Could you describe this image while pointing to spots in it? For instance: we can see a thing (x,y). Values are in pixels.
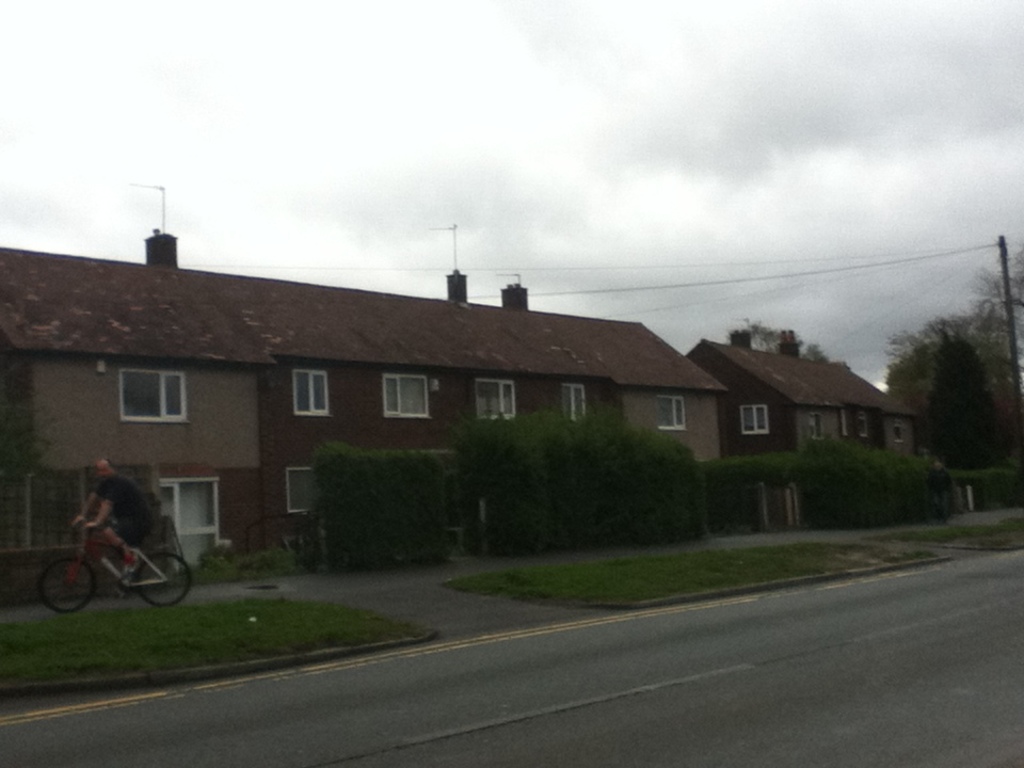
These are the houses (595,400) with windows (307,413). I can see a person (132,533) riding bicycle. This is the grass (688,580). I can see the trees (952,365). This looks like a current pole (1001,251) with the current wires (802,276). These are the clouds (703,153) in the sky (858,80). Here is the road (852,671).
